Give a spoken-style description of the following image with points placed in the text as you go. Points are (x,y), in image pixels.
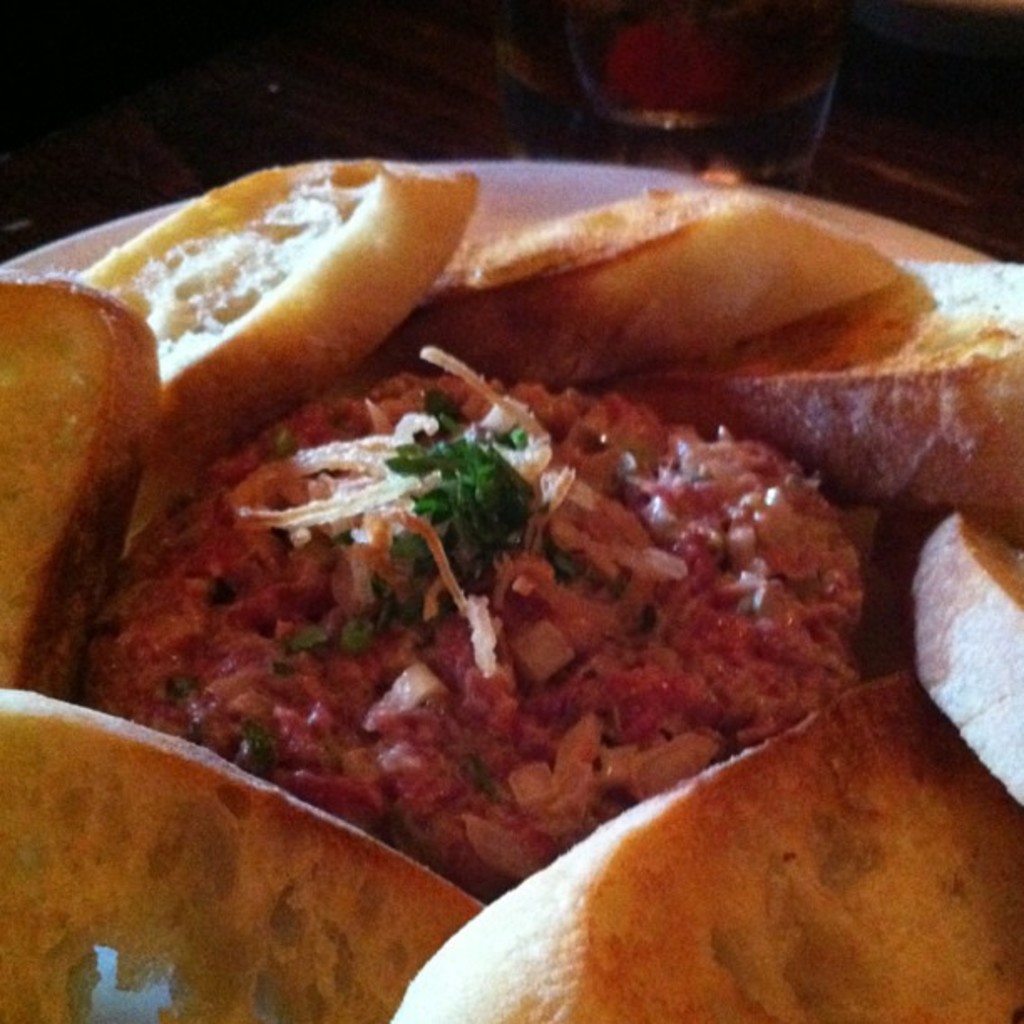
In this image we can see a plate (504,223) of food items (471,249).
